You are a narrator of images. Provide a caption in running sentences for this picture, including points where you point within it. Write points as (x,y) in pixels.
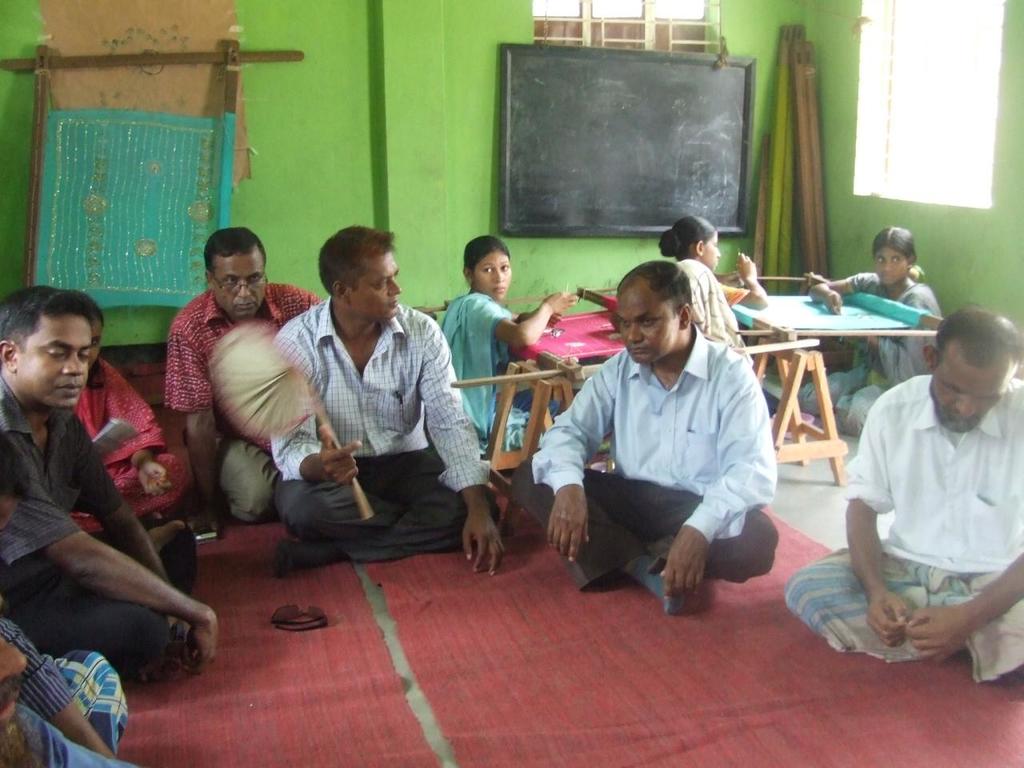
In this image we can see men (47,575) are sitting on the floor (356,704). Behind the three women (902,293) are working on the cloth (599,320). Background of the image (421,165) green color wall (360,105) is there. To the wall (448,47) board (637,88) and brown color sheet (161,50) is attached. We can see wooden poles (784,198).
